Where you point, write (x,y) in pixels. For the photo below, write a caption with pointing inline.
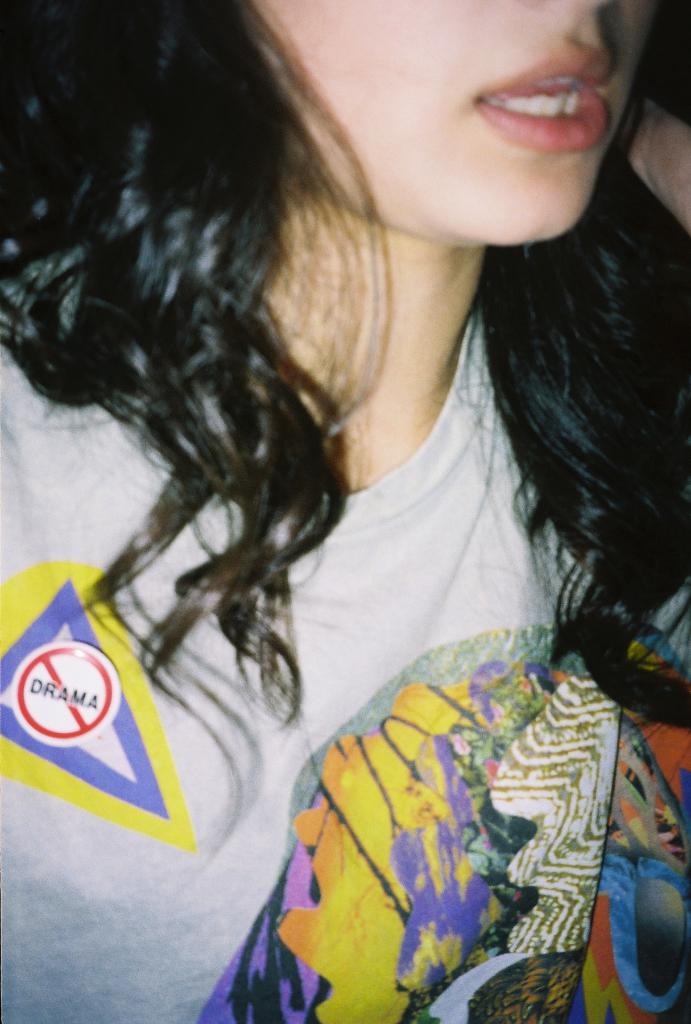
In this picture we can see a woman (288,722) in a t shirt (298,837) and on the t shirt (334,860) is written as a "Drama".
